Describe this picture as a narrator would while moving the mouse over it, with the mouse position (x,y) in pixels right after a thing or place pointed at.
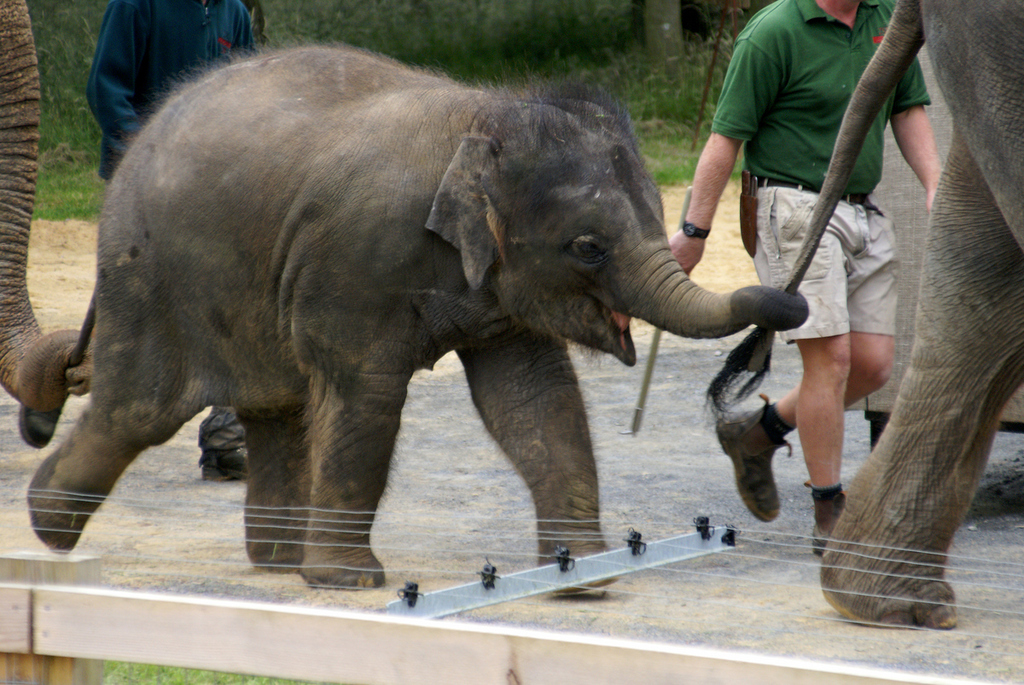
In this picture we can see elephants (195,396) and people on the ground (40,311) and in the background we can see trees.
